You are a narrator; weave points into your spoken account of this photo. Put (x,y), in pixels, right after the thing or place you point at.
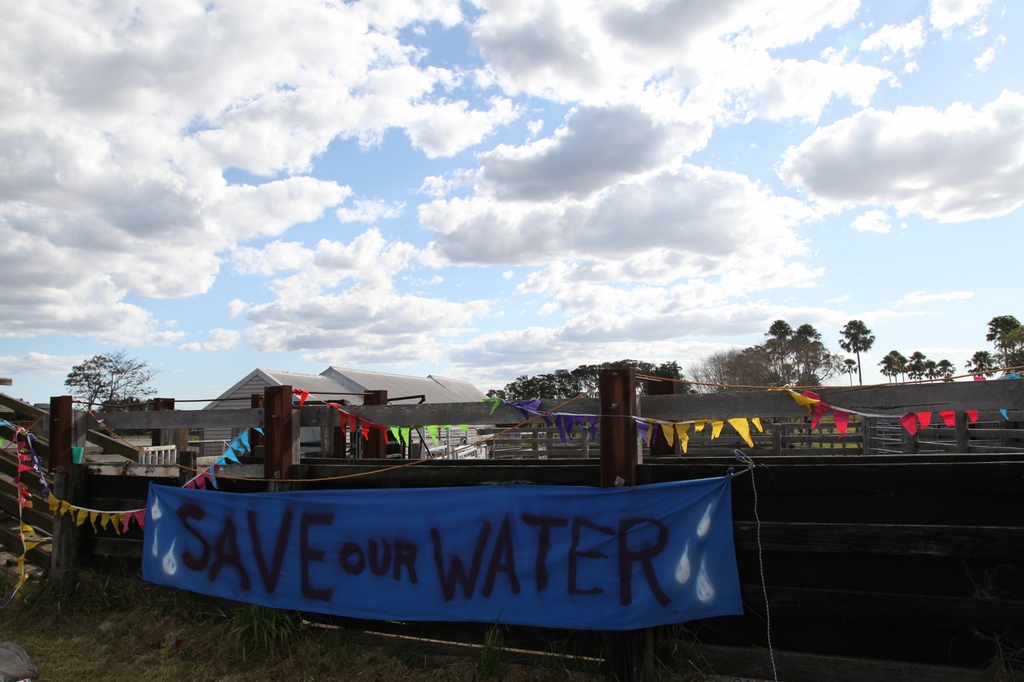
In this image there are few trees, fences (270,401), decorative papers (227,458) attached to a rope (143,509), a cloth (194,567) with some text (403,569), a house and some clouds (409,140) in the sky (423,164).
